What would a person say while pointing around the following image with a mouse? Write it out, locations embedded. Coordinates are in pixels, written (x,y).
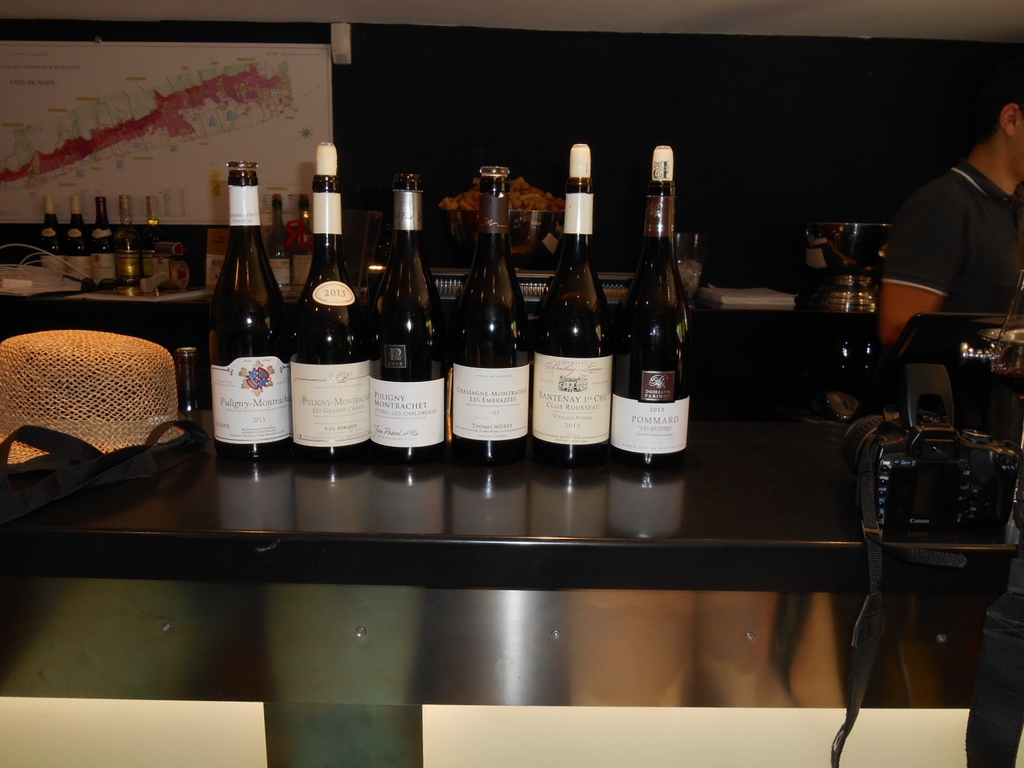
In this picture there is a table (650,499). On the table (721,437) there are six bottles (520,329). And to the table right corner (938,475) there is a camera (948,494). Behind the table (898,543) there is a man (939,304) standing to the right corner (940,243). And behind him there is a wall (575,81) in black color. And to the left top corner (116,99) there is a map (212,140). We can see more bottle (80,224) to the left corner (89,257) on the table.
